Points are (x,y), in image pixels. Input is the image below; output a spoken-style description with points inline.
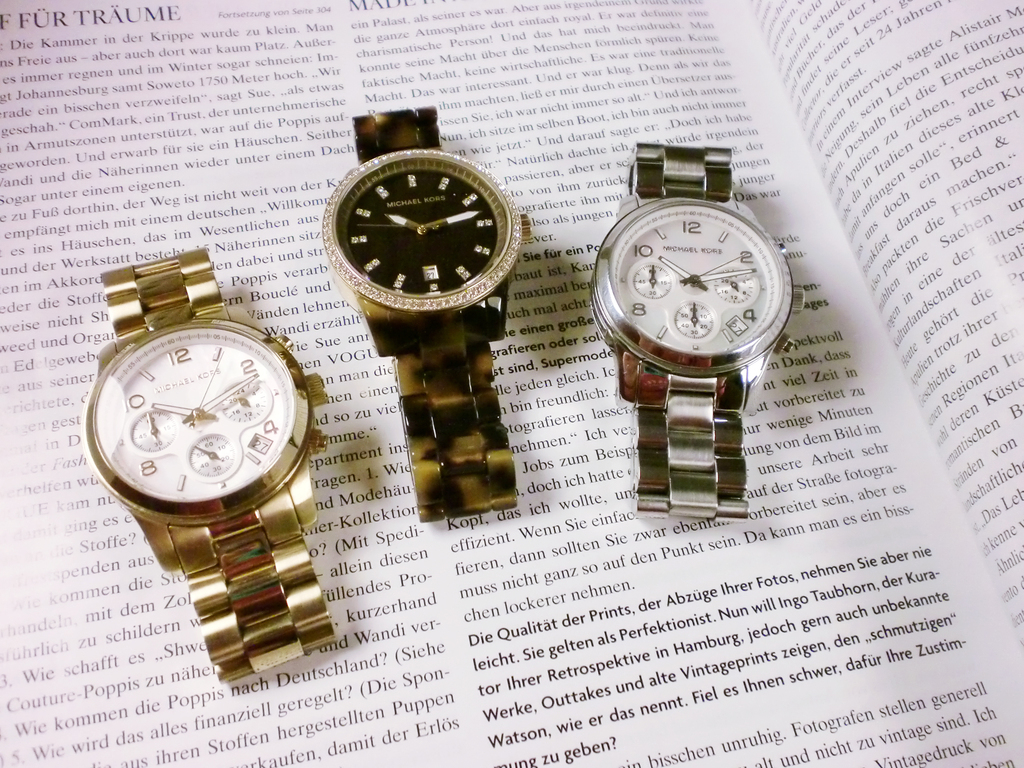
In this image there are three different watches (288,371) kept on the book (17,467).
